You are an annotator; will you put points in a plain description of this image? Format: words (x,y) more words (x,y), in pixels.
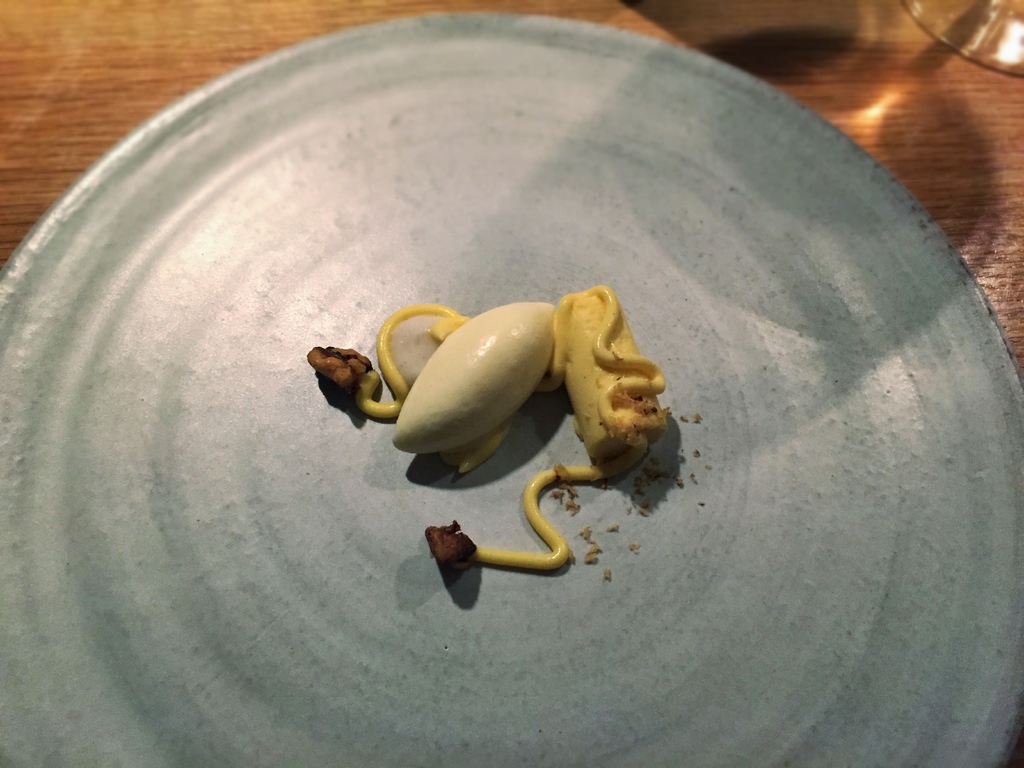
In the middle of this image (592,419), there are food items (589,402) arranged on a plate (826,239) which is placed in reverse, on a wooden table (168,102). In the background (1003,4), there is a glass item (1011,5). And the background (959,135) is brown in color.
